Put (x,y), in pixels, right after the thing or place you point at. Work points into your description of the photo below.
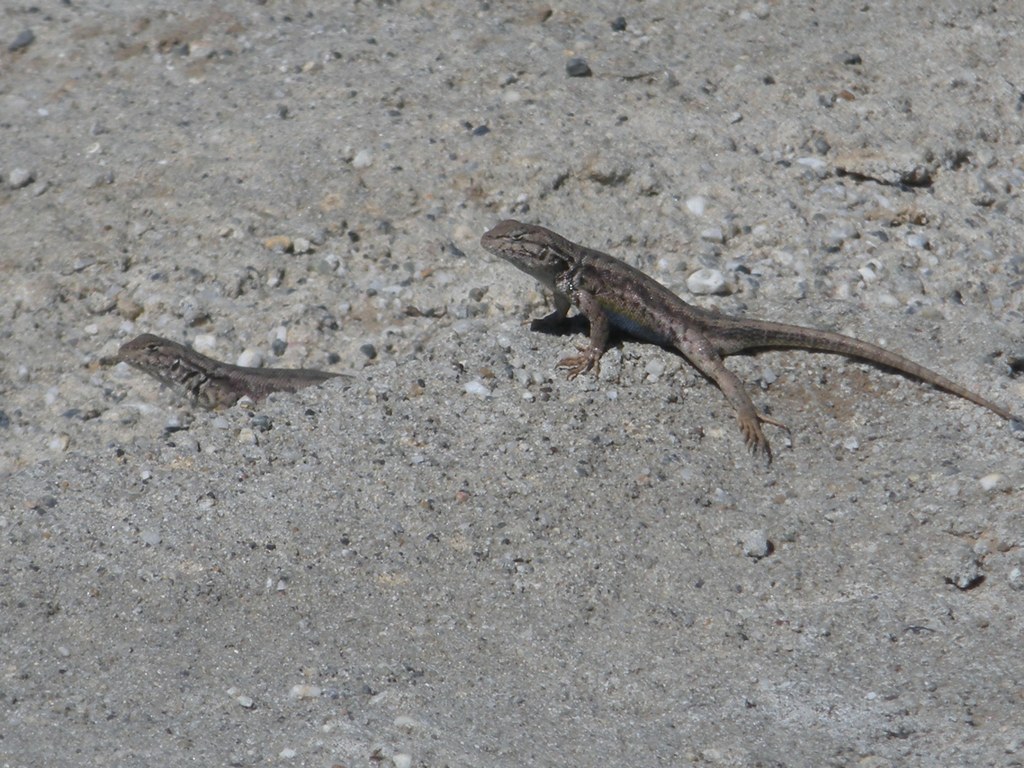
Here we can see two lizards (167,341) are on the ground (491,199) and we can see small stones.
